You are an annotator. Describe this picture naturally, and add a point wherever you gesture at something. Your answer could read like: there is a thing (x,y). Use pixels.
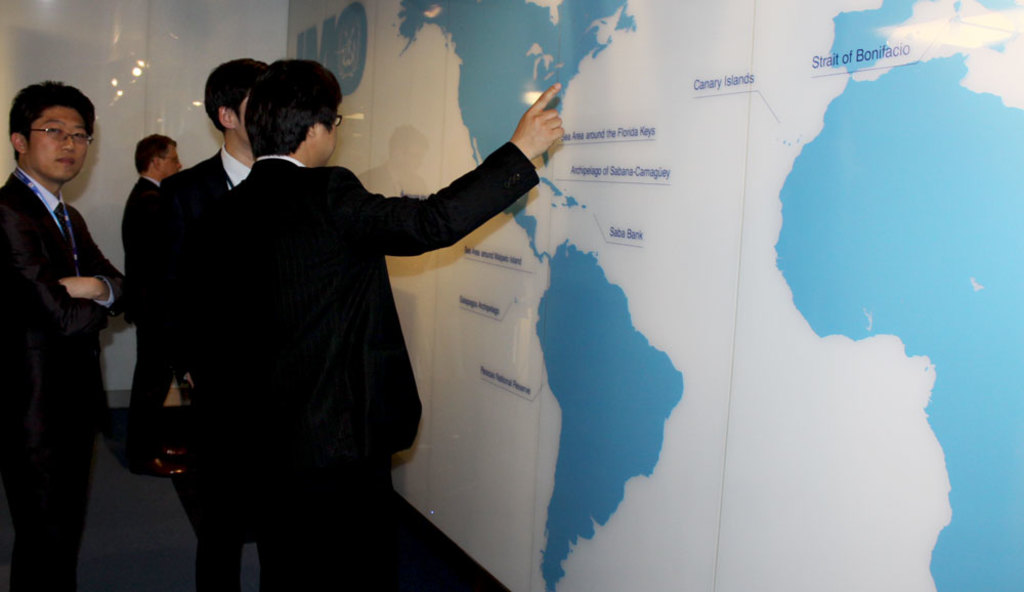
In this picture we can see four persons (276,238) wearing a black color coat (353,422) and discussing something and pointing a hand (529,115) on the banner (702,20). On the right side (944,280) we can see white and blue color map banner (634,425).
